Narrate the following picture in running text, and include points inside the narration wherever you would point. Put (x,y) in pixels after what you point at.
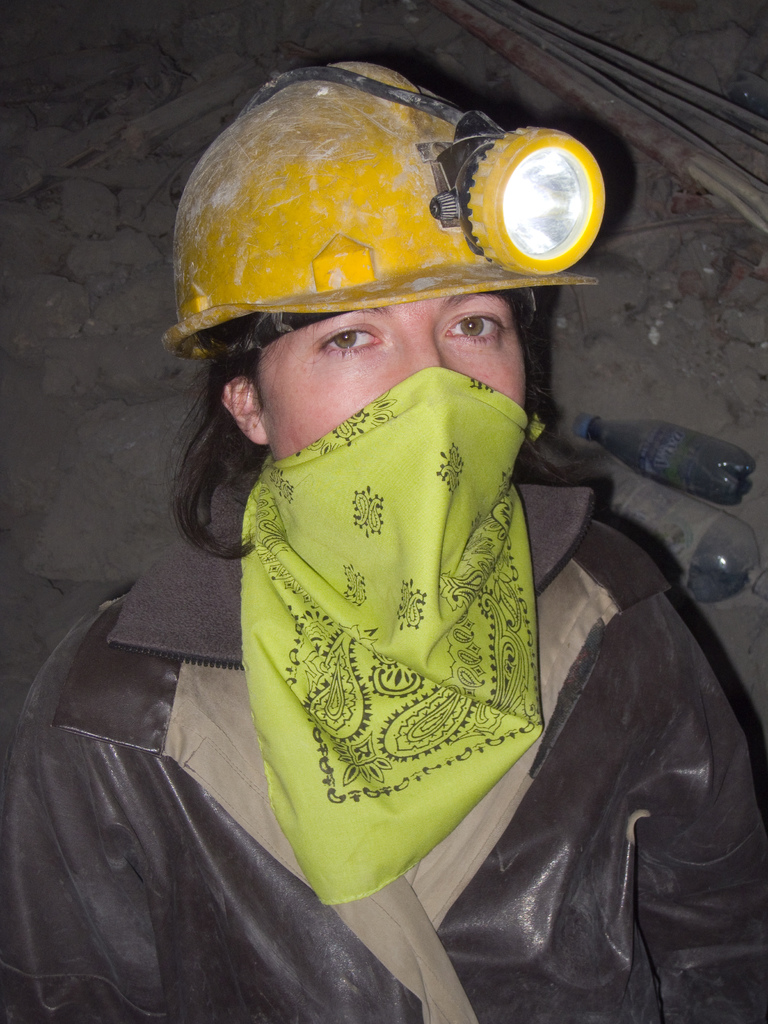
In this image we can see a person (432,577) and the person (357,549) is wearing a scarf (404,517) and a safety helmet (388,219). Behind the person (431,462) we can see bottles (661,453) and stones (575,317). In the top right (649,70), we can see the wires (658,99).
